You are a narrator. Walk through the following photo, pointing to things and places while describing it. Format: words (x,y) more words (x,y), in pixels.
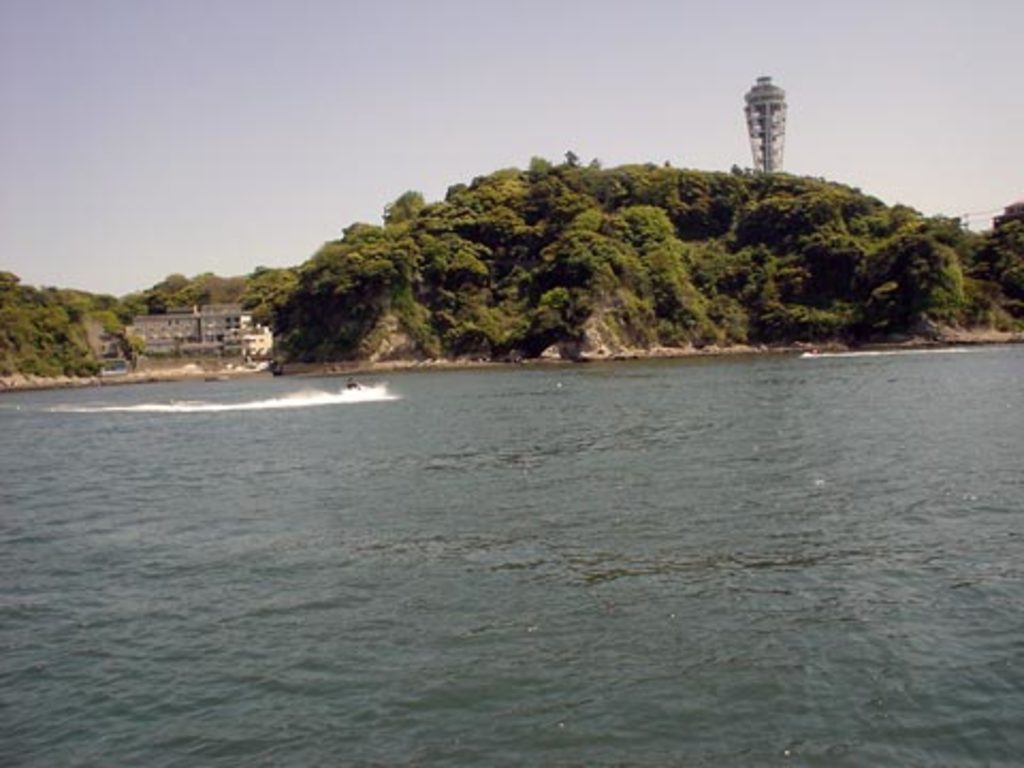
In this image we can see few people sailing on the watercraft (359,391). We can see the sea (574,571). We can see the sky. There are few hills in the image. There are many trees (718,256) in the image. There is a building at the left side of the image (180,330). We can see a building (781,139) at the right side of the image (770,116).
